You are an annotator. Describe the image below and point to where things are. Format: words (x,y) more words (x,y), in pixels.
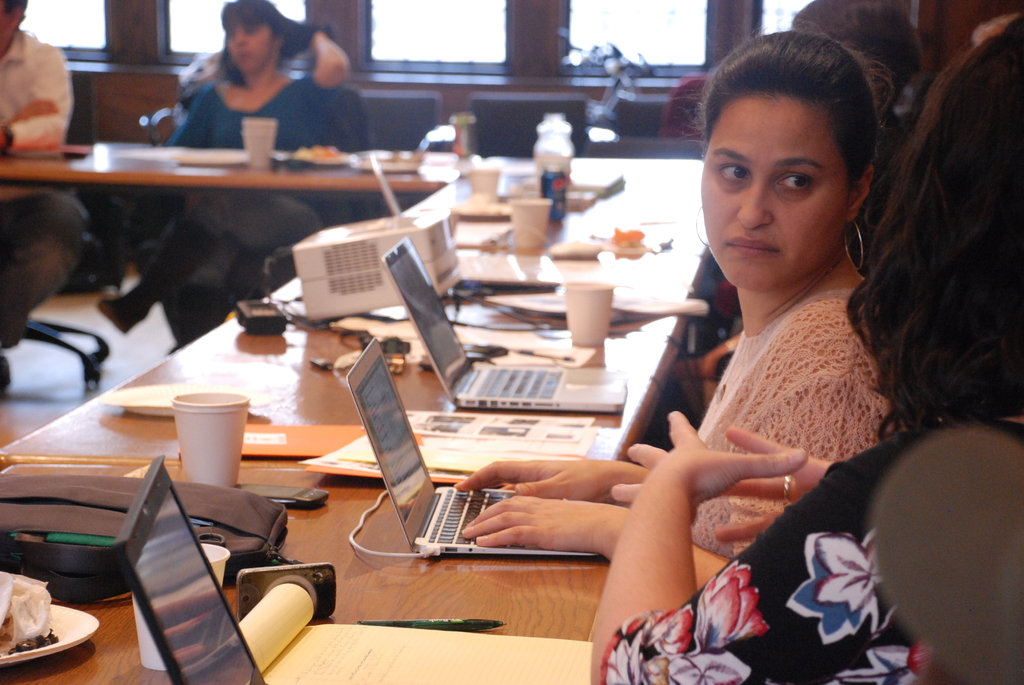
On the table (305,391) there is laptop (410,253), glass (576,331), projector (440,252), bottle (561,164), book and pen (474,626), woman (783,409) using laptop (472,509) and in the background (624,38) there is glass (631,24) and chair (528,107).
